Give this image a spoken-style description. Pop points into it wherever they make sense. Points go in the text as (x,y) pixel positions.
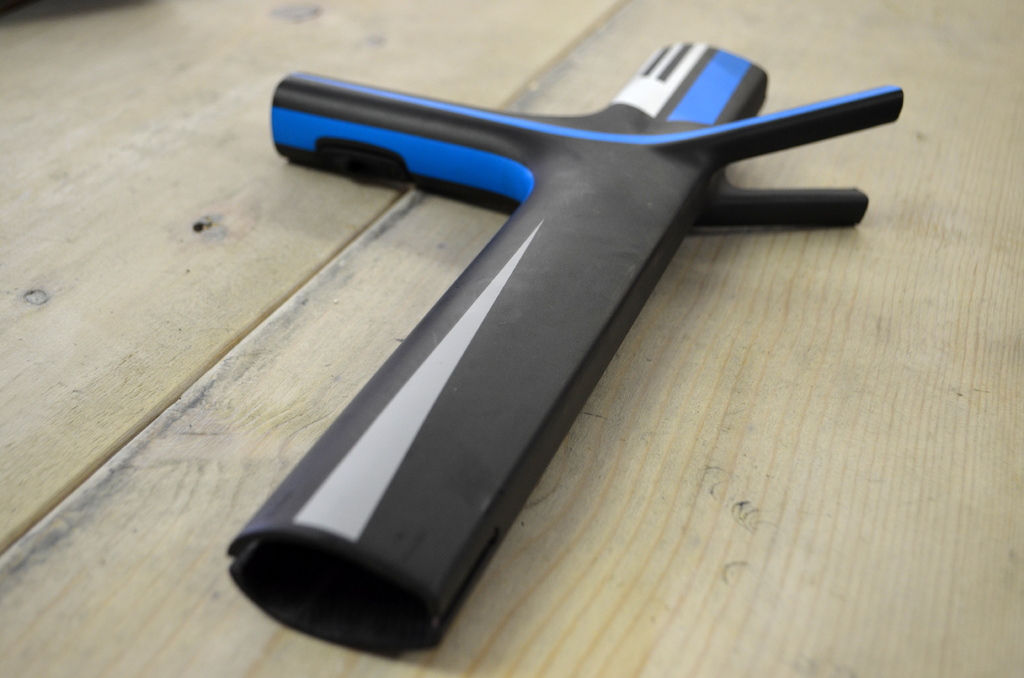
In the center of this picture (615,251) we can see a black color object (492,135) is placed on the top of the wooden object (174,180) which seems to be the table (814,289).
